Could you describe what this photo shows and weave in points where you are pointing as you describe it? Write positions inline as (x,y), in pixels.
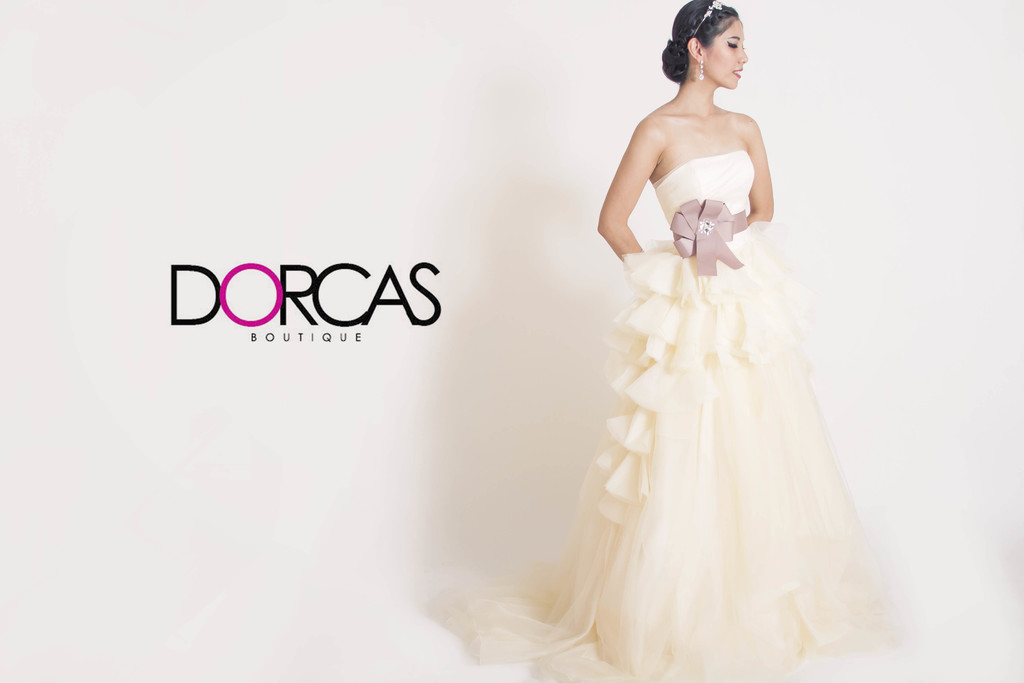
In this image I can see a woman (705,220) wearing the cream colored dress (719,281) is standing. I can see the white colored background (324,139) and I can see something is written on the picture with black and pink color.
